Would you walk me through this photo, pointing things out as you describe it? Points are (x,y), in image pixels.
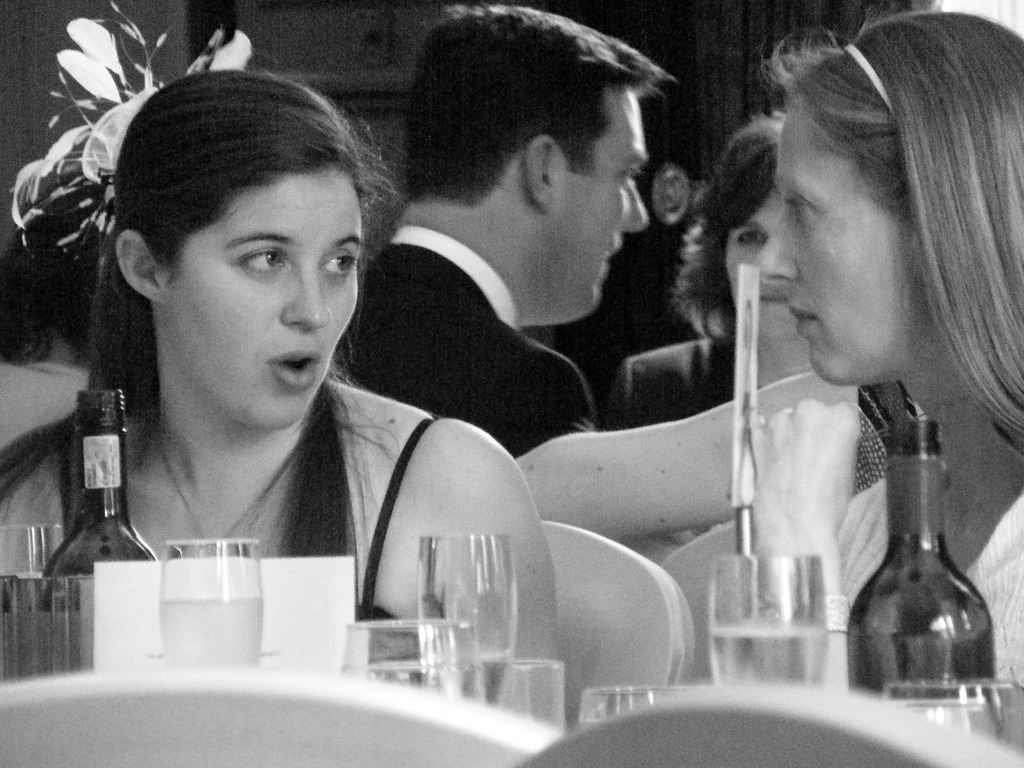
In the picture we can see two women (779,506) sitting on the chairs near the table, on the table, we can see some glasses of water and two wine bottles (903,528) and in the background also we can see a man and a woman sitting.
